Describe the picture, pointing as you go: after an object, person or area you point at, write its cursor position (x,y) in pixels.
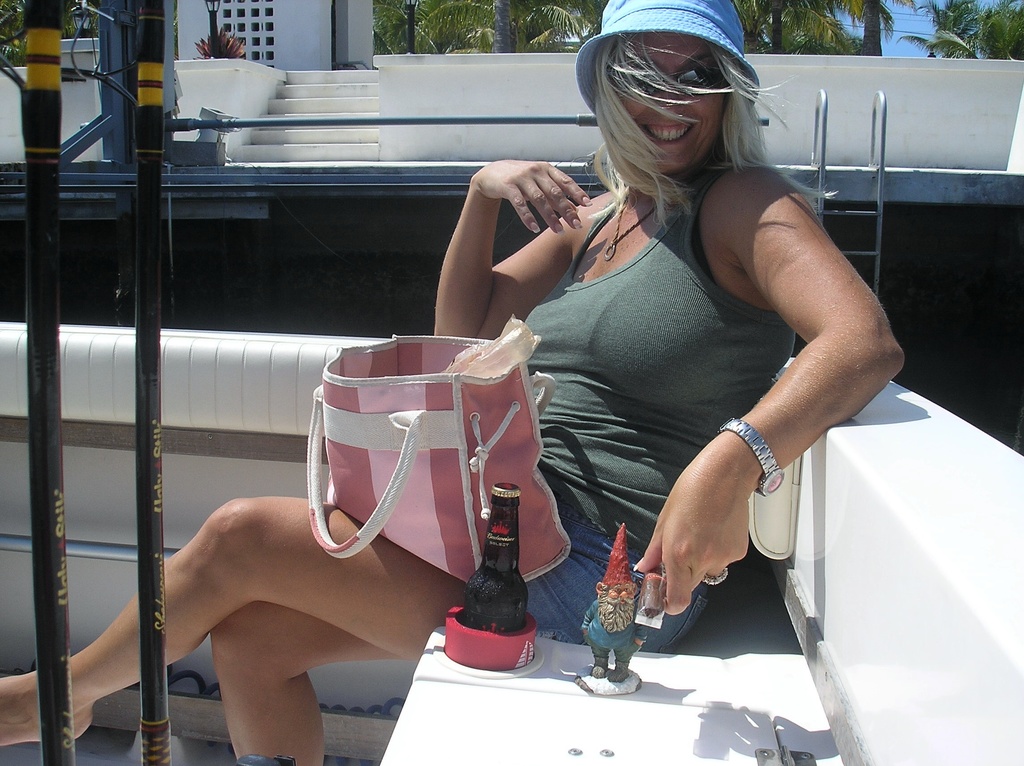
In this picture there is a lady (692,0) who is sitting at the center of the image (546,316) and there is a hand bag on her laps (416,599), there are some trees (376,14) around the area of the image and there are stairs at the left side of the image (325,81) and there is a ladder (878,154) at the right side of the image (813,132), it seems to be a ship (434,634), there is a bottle (500,506) and a toy (598,691) beside her.
